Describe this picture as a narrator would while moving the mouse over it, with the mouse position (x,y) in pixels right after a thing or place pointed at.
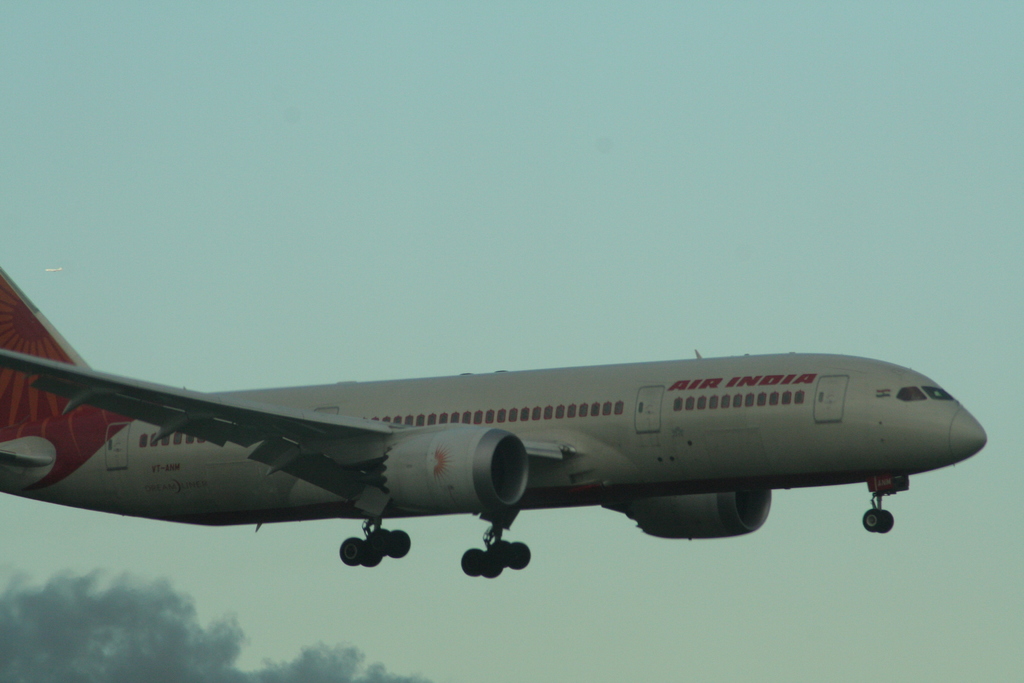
In the center of the image (594,372) there is a aeroplane (881,509). At the bottom of the image (93,595) there is cloud (98,662). In the background of the image (251,570) there is sky (392,263).
